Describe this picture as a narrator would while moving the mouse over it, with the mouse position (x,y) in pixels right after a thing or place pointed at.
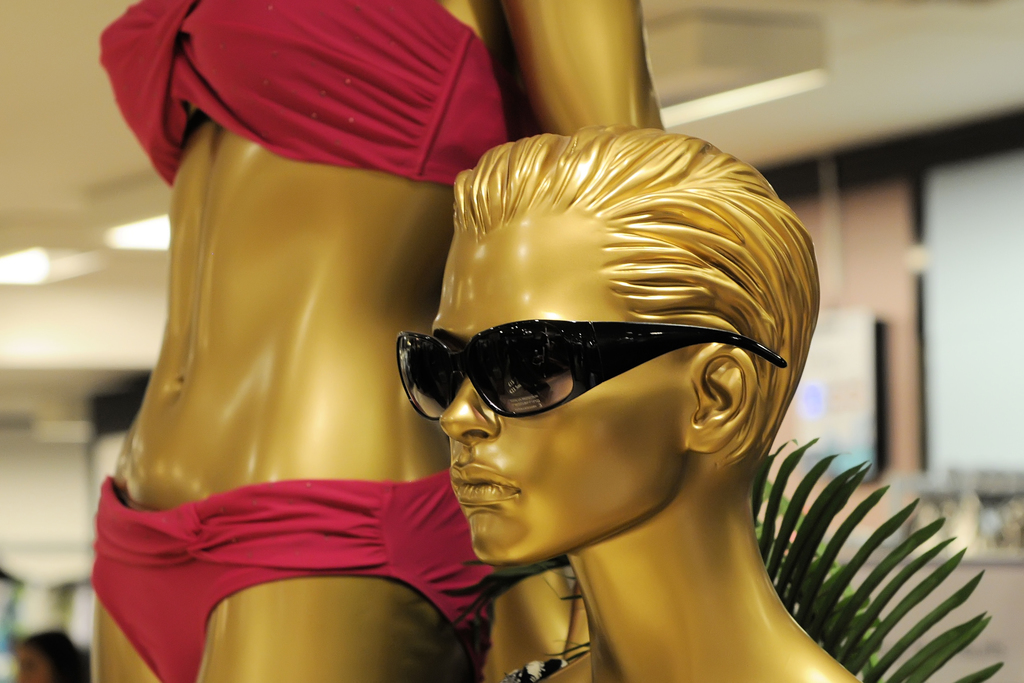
Here we can see mannequins (710,603). There is a blur background (3,182) and we can see lights (724,109), wall (902,366), and ceiling (764,54).
